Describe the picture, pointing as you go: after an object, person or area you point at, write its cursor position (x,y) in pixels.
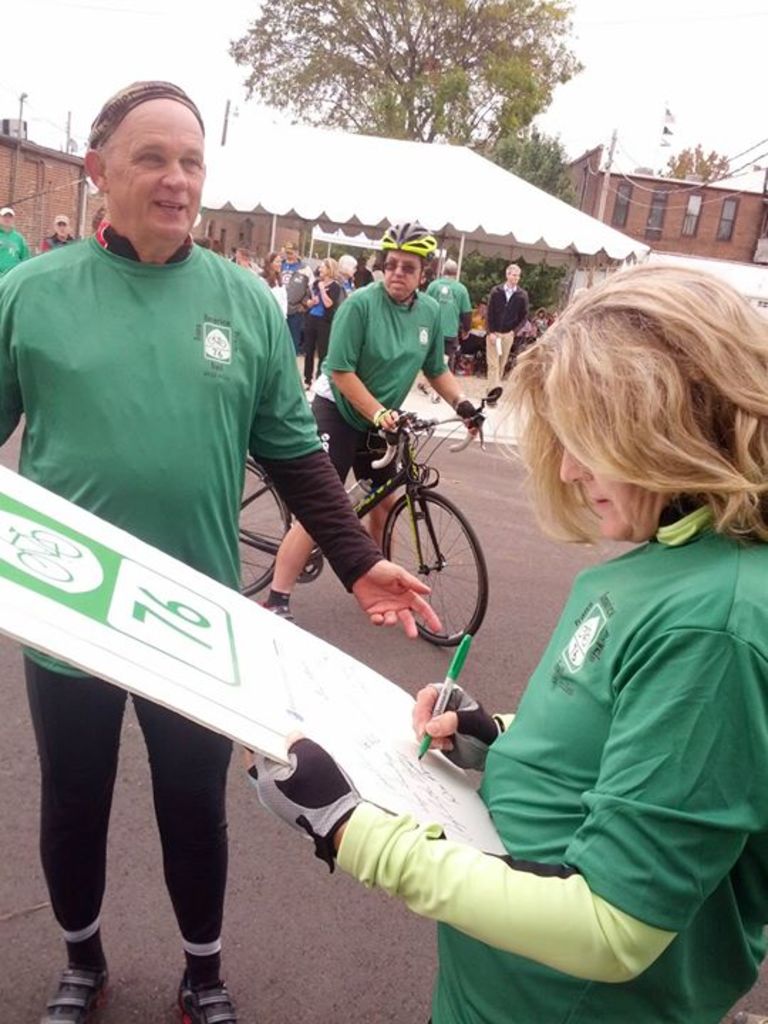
In this picture there is a woman (506,748) signing on the chart (277,664). There is a man (180,455) standing and there is another man (389,408) riding a bicycle (404,473) on the road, wearing a helmet (406,250). In the background (314,275) there are some people (463,285) and a tent (418,197) here. There is a tree (424,55) and a sky (651,66) here.
